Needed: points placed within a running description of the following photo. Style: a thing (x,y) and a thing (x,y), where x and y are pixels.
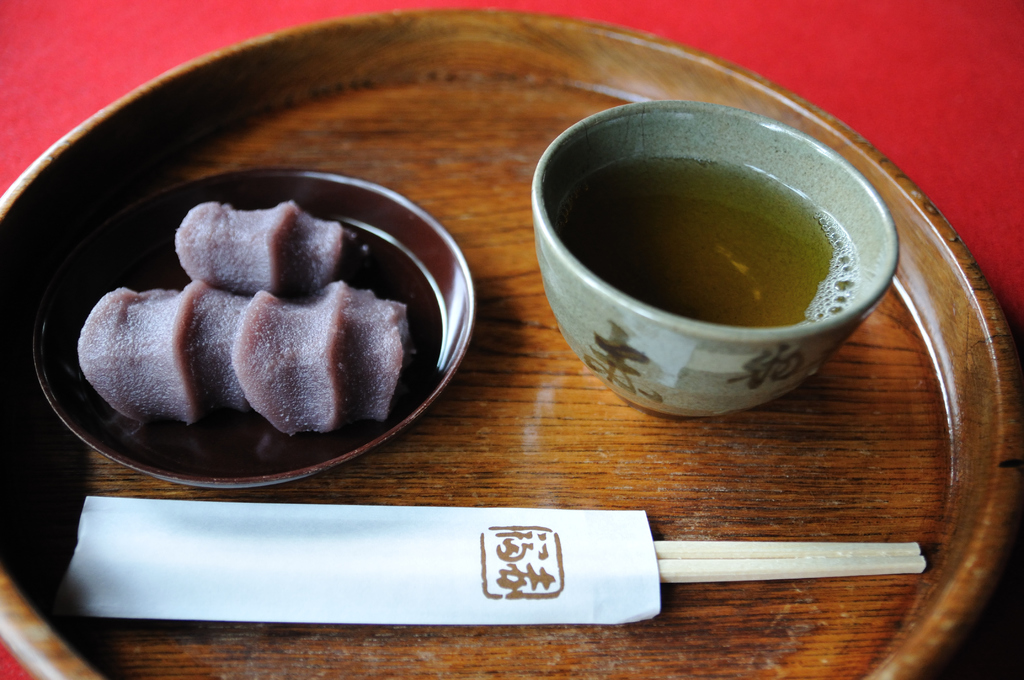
In the image there is a red color table (928,118). On that table (945,136) we can see a plate (906,343), two chopsticks (722,561), bowl (691,356) with some tea (647,230) and a plate (313,456) with some food (239,398).
